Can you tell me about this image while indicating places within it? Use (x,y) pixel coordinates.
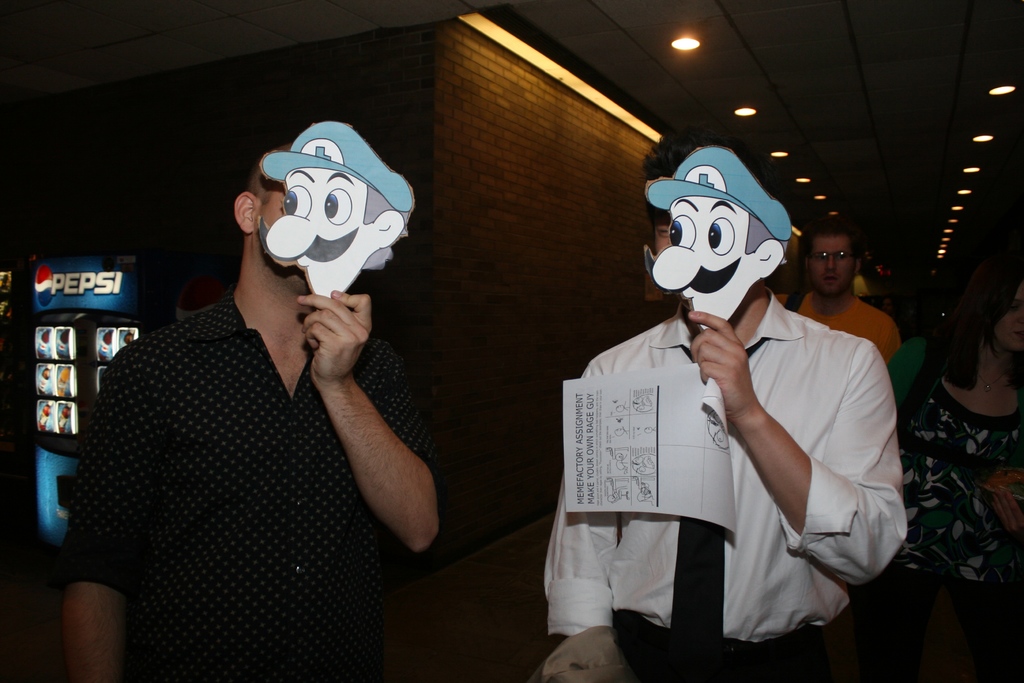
Here we can see two men (770,475) holding masks (780,252) with their hands (740,407). Here we can see a paper (587,429), fridge (58,425), wall (502,491), lights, and few persons (915,535).
